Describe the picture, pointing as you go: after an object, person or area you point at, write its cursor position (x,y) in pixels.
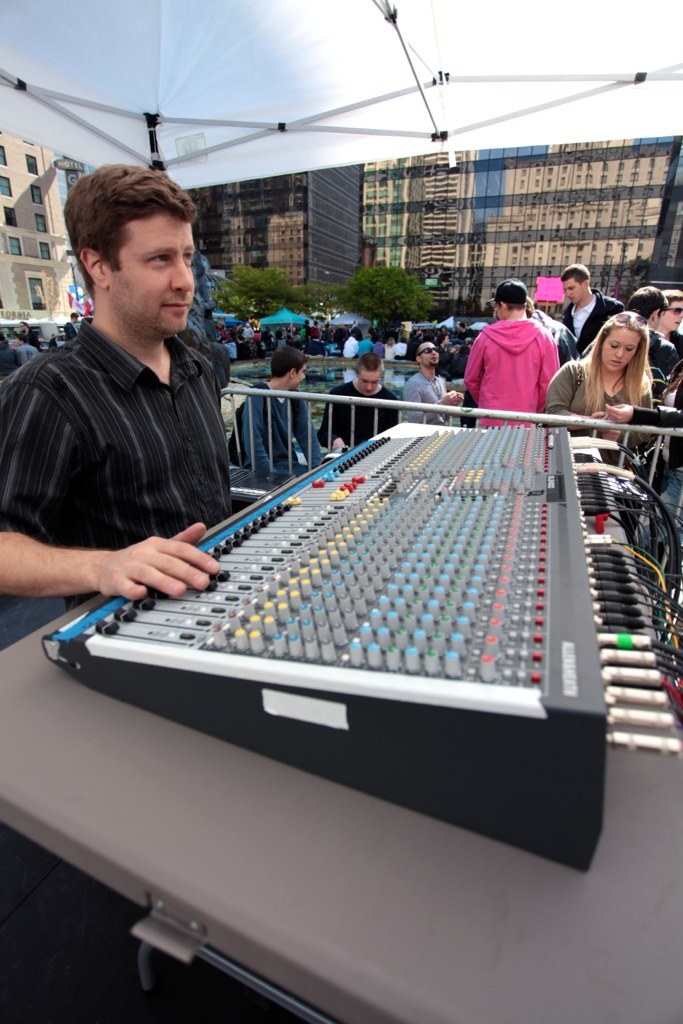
On the left side of the image (125,479), we can see a man (149,568) is operating a device (252,603). This device (371,638) is placed on the table (319,900). On the left side (74,905) bottom of the image (74,905), we can see the path (126,980). Background (669,336) there are so many people (273,438), trees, buildings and tent (436,126).
